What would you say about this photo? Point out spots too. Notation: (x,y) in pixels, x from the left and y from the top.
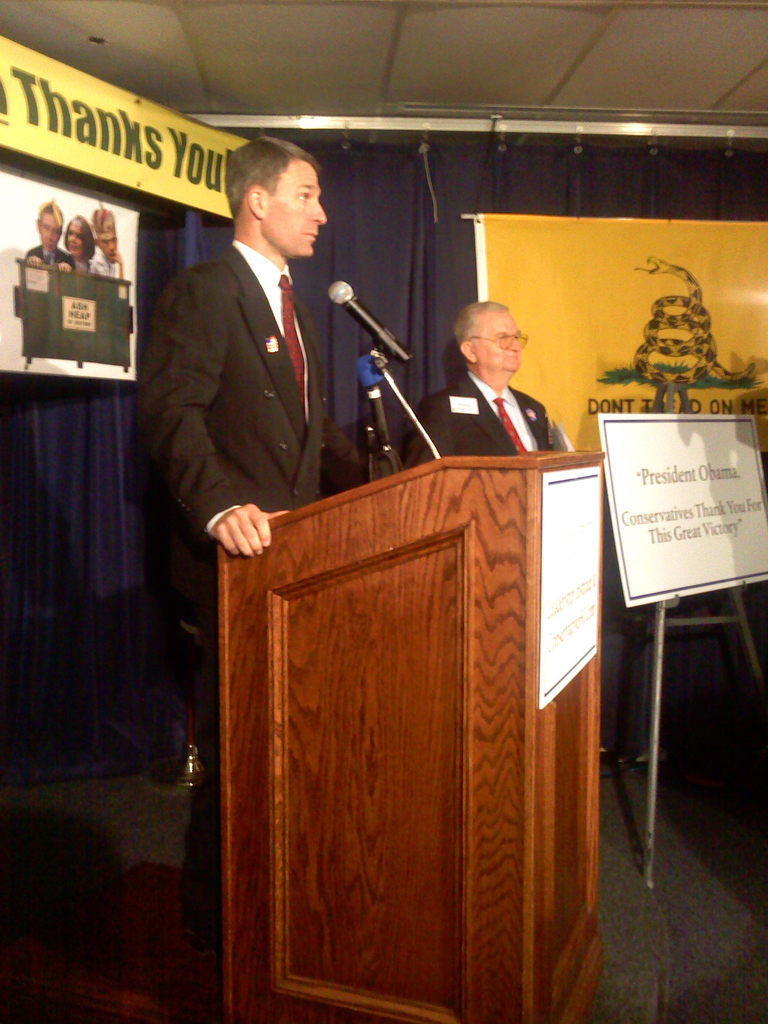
In this picture we can see two men (302,359) are standing, there are microphones (384,423) and a podium (389,569) in the front (412,556), on the right side (766,554) there are boards (753,554) and a stand (734,593), in the background (704,601) there is a curtains (506,173), we can see two boards (90,145) on the left side (64,284), there is some text (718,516) on these boards (115,204).
